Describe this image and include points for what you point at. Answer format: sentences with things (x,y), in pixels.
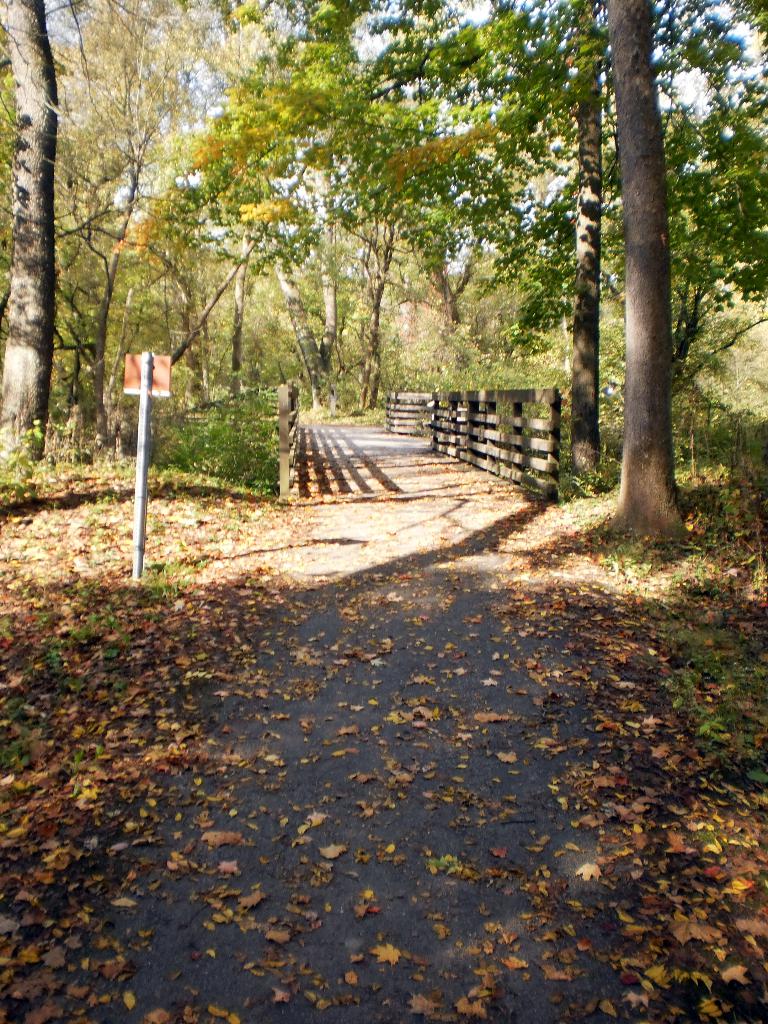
In the center of the image (509,354) we can see the sky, trees (463,87), grass (719,701), dry leaves (106,692), fences (405,413), walkway (405,442) and one pole (152,356) with a board (156,369).
